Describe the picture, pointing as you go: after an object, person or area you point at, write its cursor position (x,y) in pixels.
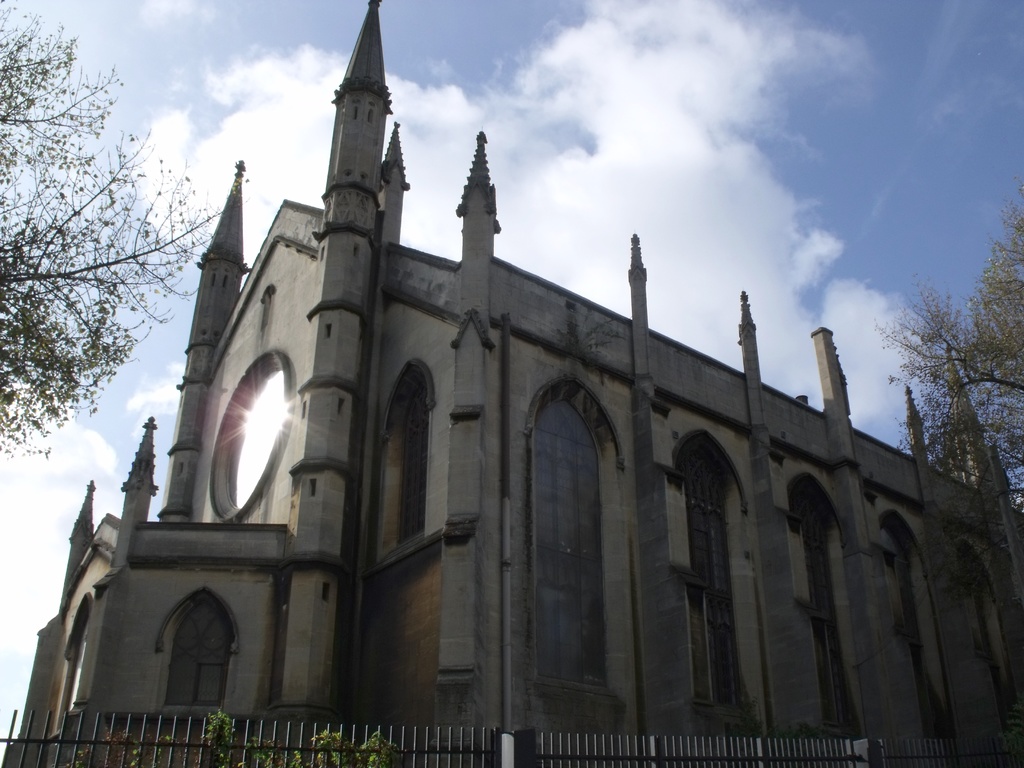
In this image there is a railing (722,742), plants (372,759), behind the railing (54,742) there is a building (252,267), on either side of the building (346,423) there are trees (68,343), in the background (918,385) there is the sky (759,142).
